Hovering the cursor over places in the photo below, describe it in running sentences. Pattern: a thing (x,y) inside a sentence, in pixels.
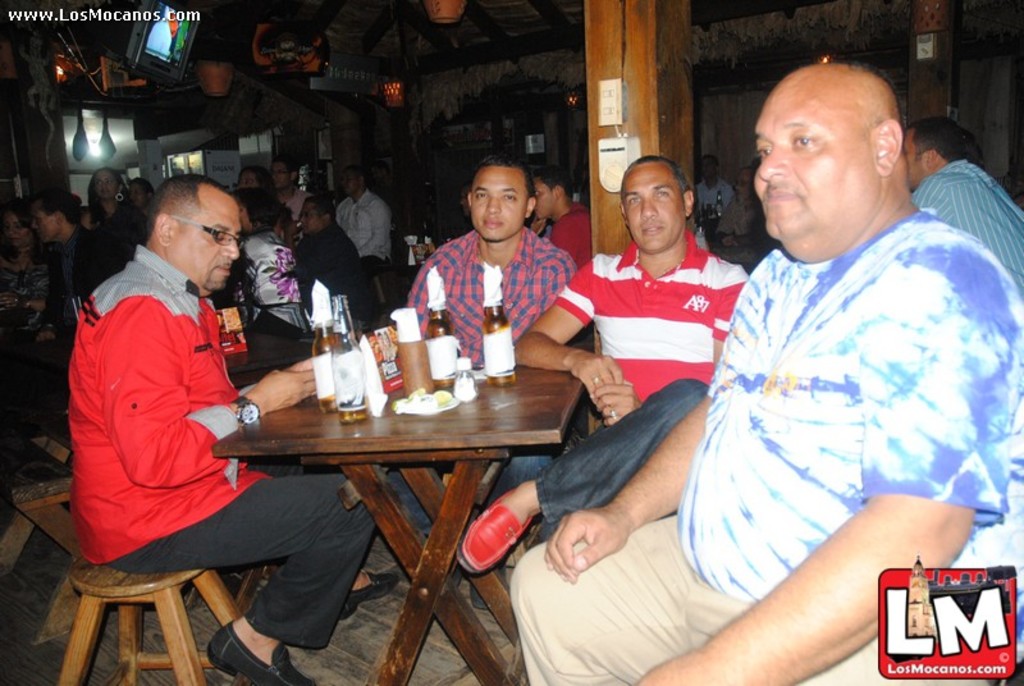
In this image i can see few people (201,417) sitting on chairs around the table (489,415), On the table (460,423) i can see few glass bottles (490,322) and few tissues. In the background (665,18) i can see a pillar (623,38), a wall (518,102), and few other people (263,195) sitting on chairs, a light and a television (172,49).
